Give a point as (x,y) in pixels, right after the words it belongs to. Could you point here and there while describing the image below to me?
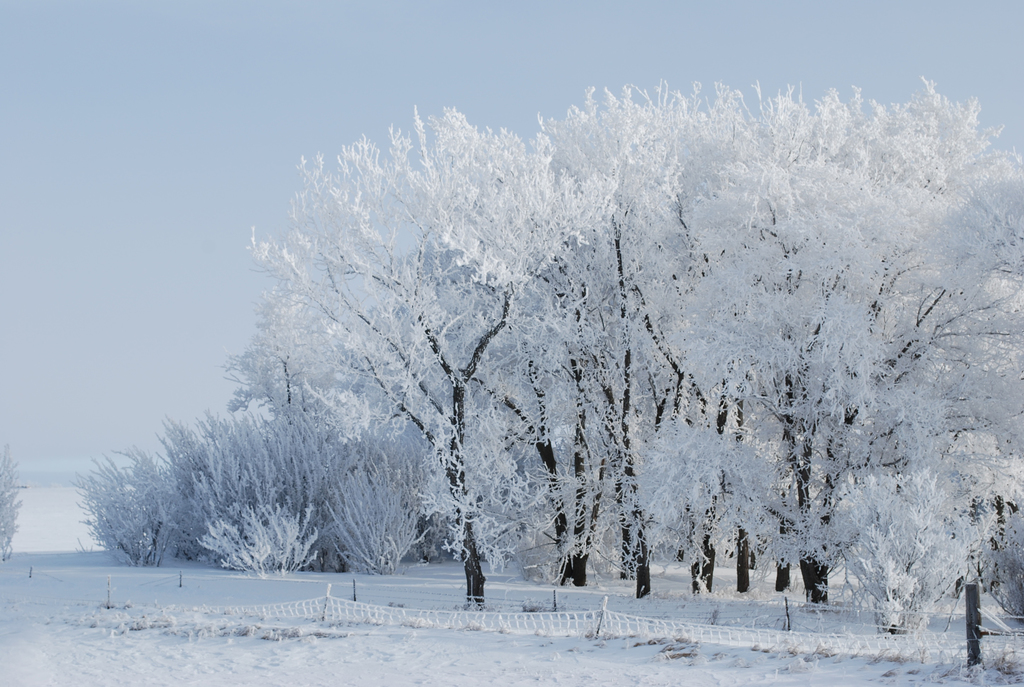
In this image we can see the snow (471,631) on the ground (118,620), some poles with one fences (952,655) on the ground (452,622), some trees (982,522), some bushes (356,540) on the ground (508,626) and at the top (768,56) there is the sky (768,56).
